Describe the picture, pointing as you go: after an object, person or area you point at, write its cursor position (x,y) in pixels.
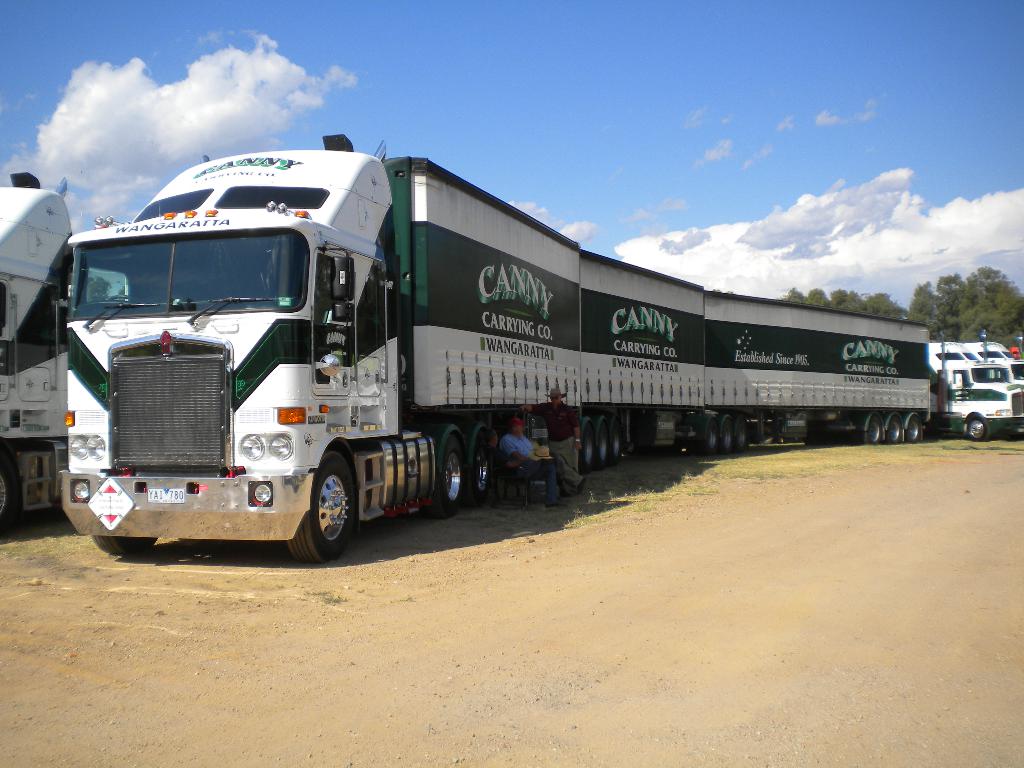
In this image I can see few white colour trucks (502,344) and few people (548,399) where two are sitting and one is standing. In the background (787,255) I can see trees (816,301), cloud (858,230), the sky (658,202) and here I can see something is written.
